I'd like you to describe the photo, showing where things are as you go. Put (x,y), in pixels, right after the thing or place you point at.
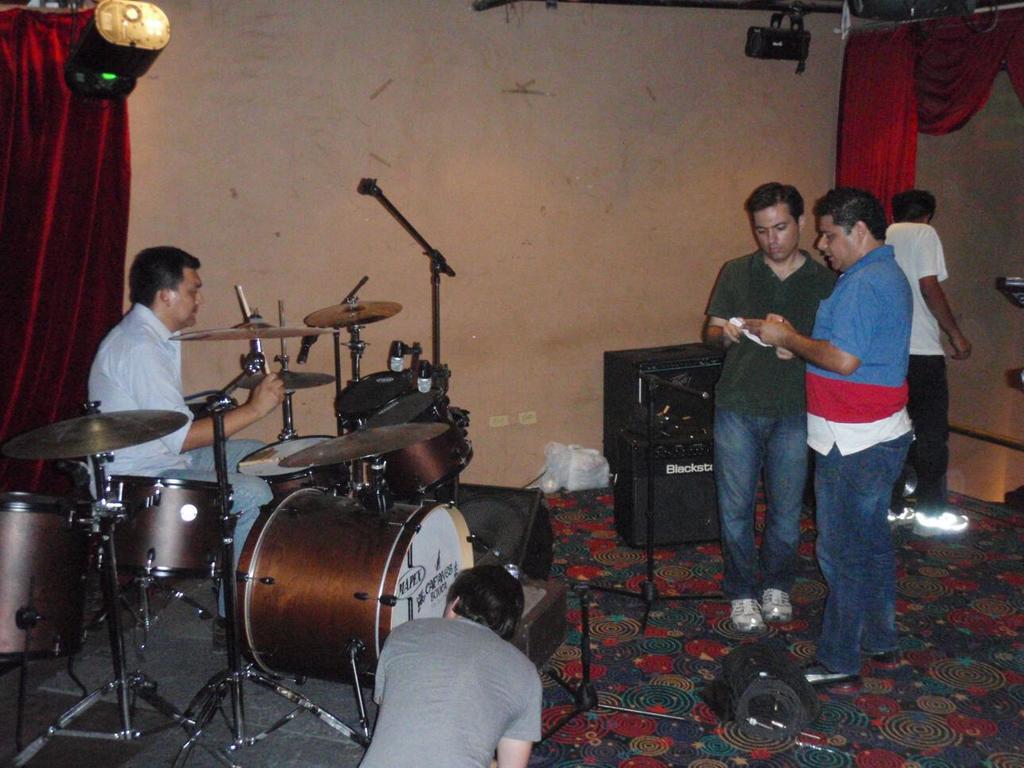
In this image we can see this person (118,464) is playing drums (92,434). This people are standing. In the background (329,301) we can see curtain (96,273), speaker (695,441), wall (545,340) and show lights (73,49).
